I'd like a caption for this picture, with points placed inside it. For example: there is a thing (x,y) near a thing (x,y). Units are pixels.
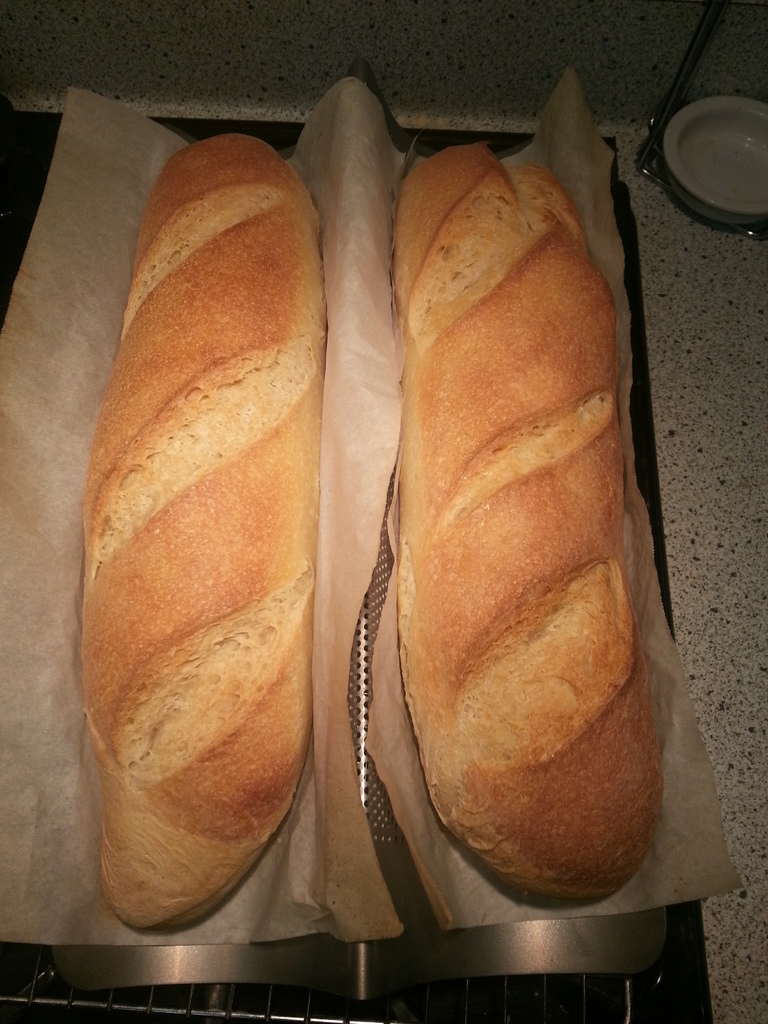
In this image we can see a food item (296,358), on the tissue (25,486), it is in light brown color.
